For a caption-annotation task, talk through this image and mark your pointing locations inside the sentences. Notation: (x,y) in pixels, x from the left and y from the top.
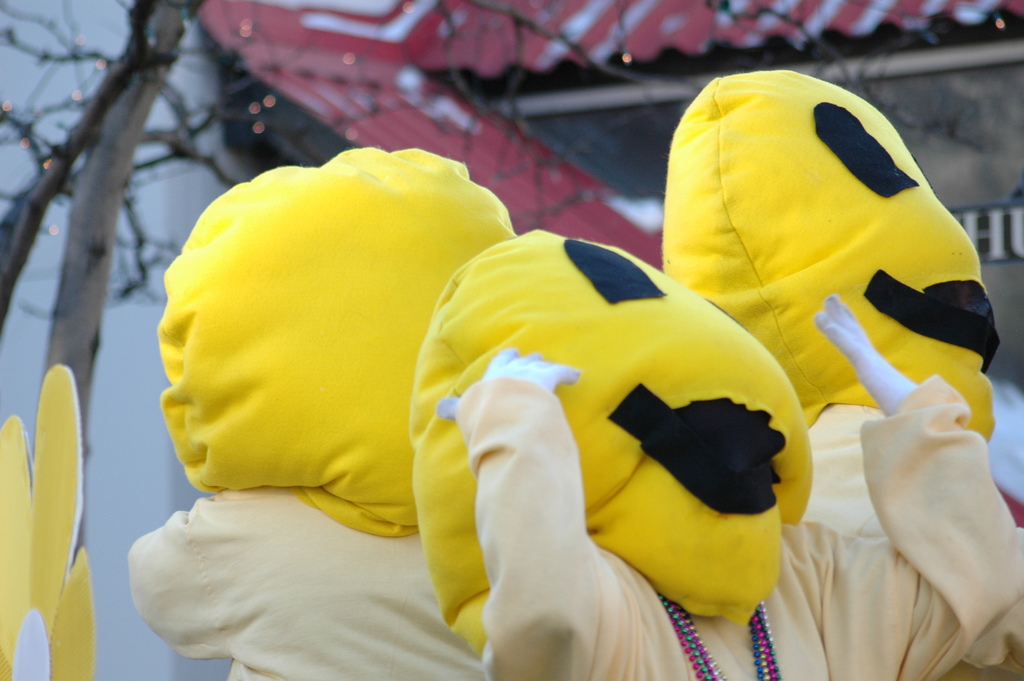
In this image we can see clowns (830,462). In the background (684,68) there is a shed (684,68). On the left (80,386) we can see a tree (98,225).
